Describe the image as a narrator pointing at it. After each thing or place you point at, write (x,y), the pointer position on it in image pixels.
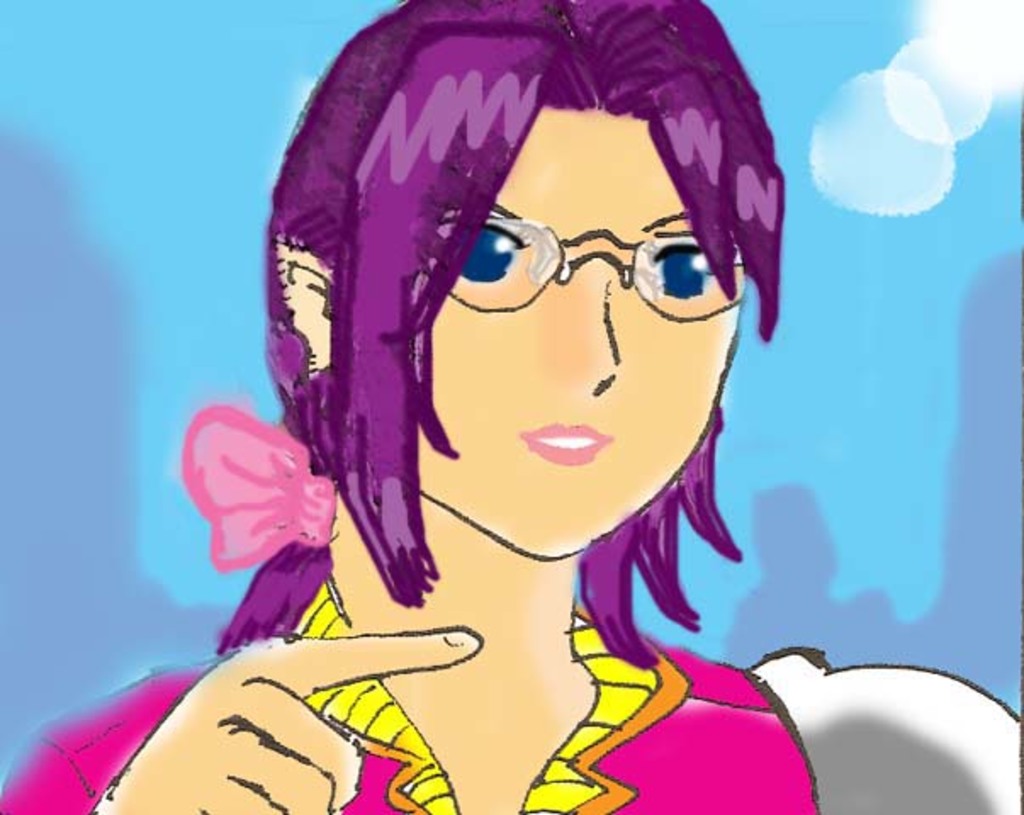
This looks like an animated image. This is the woman (624,611). She wore a dress (602,718) and spectacles (667,288). The background (88,539) looks blue in color.
